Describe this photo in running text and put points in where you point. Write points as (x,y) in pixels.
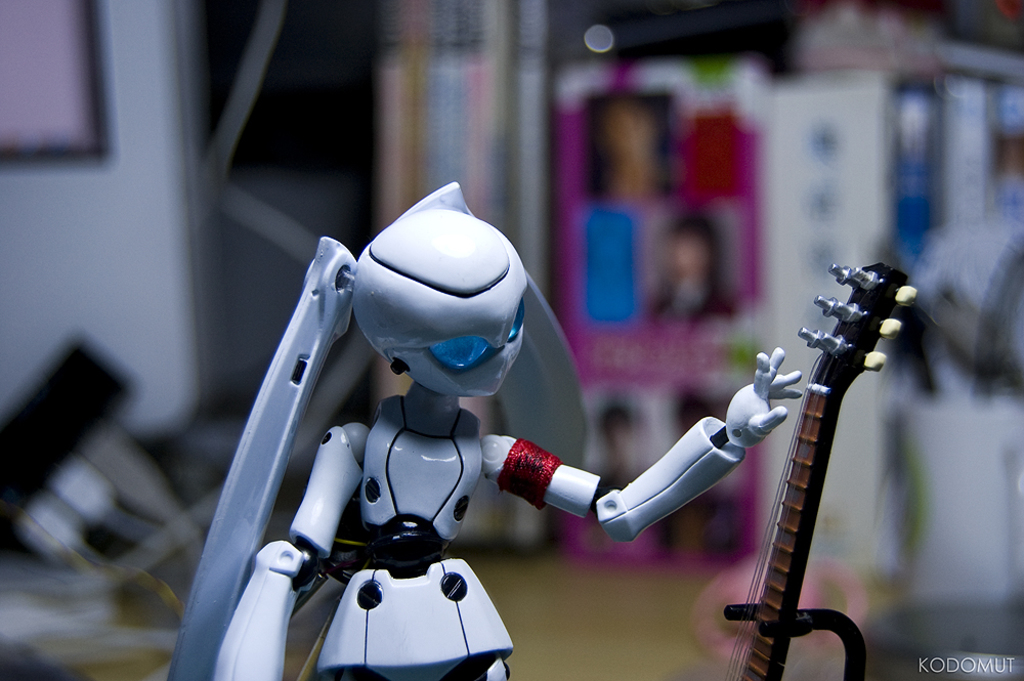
This is a picture of a toy of a girl (417,487) and stand of the musical instrument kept on the right side (811,469) and there is a some text (923,660) written on the right corner (942,673).
